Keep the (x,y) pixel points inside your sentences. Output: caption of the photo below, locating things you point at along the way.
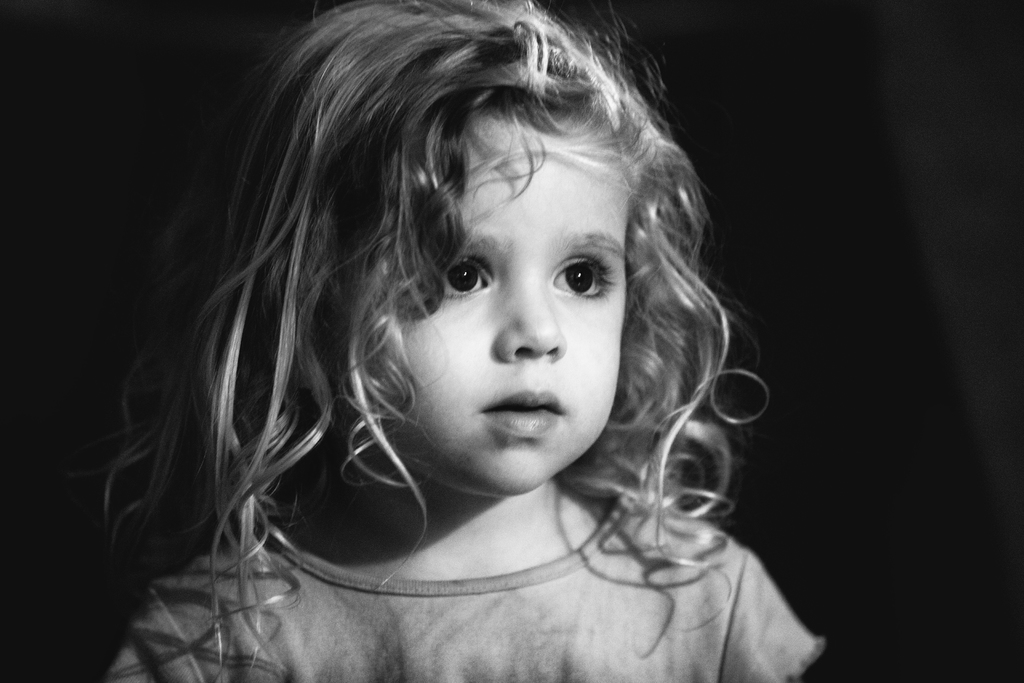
In this image we can see black and white picture of a girl (618,365) wearing dress (641,548).
